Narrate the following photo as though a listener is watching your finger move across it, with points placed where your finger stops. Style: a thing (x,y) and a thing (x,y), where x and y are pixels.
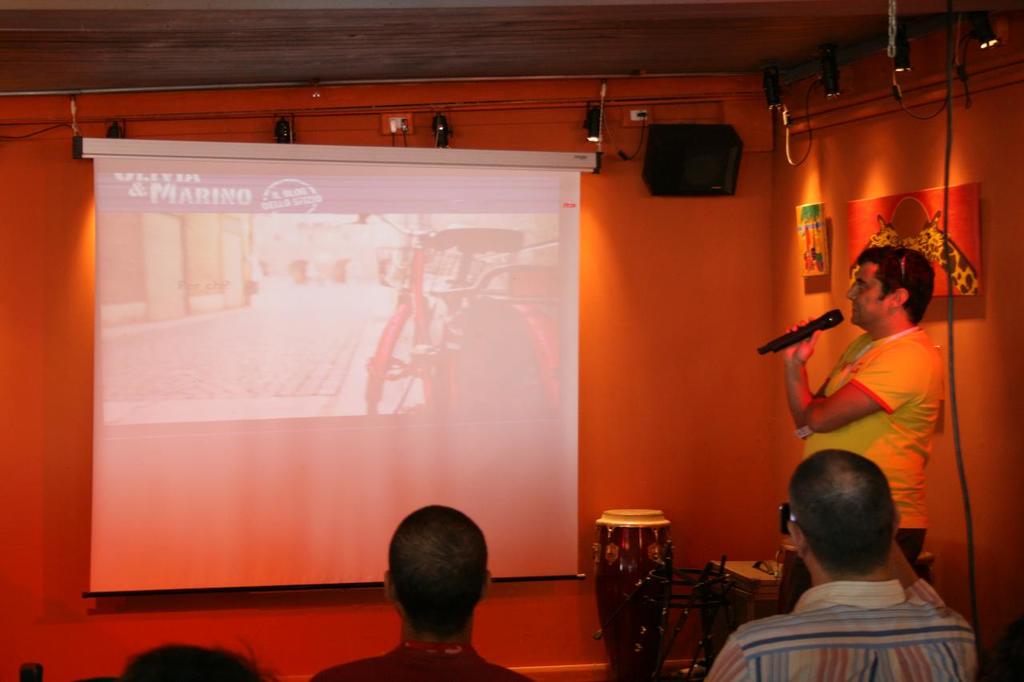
In this image we can see a man (822,400) is holding a mike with his hand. Here we can see a screen (354,588), wall (692,212), speaker (692,154), lights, pictures (817,239), and other objects (619,548). At the bottom of the image (915,620) we can see people (804,539).
